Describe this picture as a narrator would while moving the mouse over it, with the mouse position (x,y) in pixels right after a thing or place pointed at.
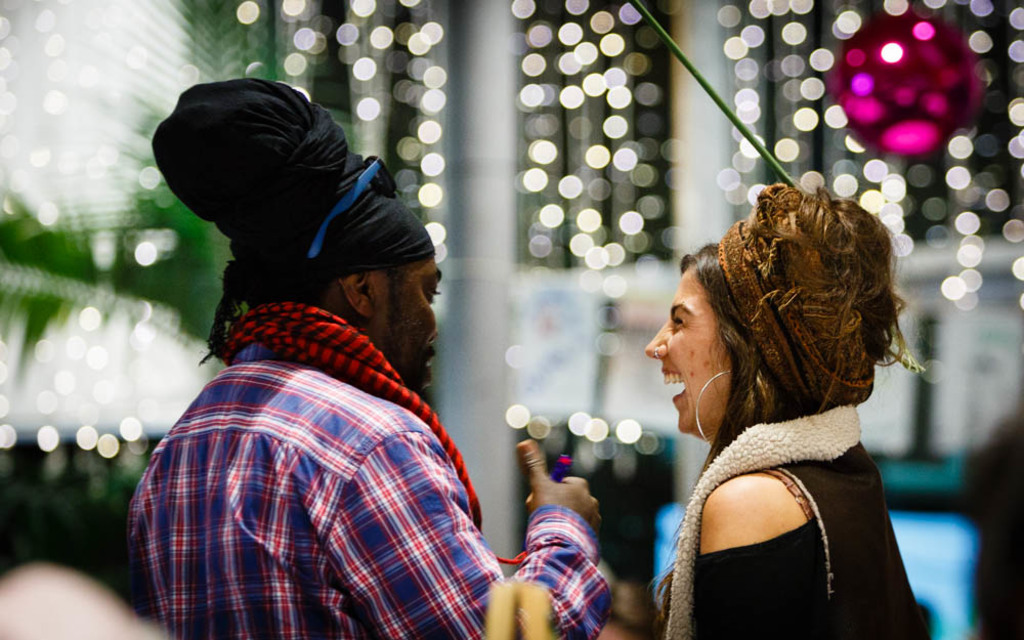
In this image I can see two persons (428,573) in the front (523,465) and on the right side of this image (691,374) I can see smile on her face (705,349). In the background (407,191) I can see number of lights (973,38) and I can see this image is little bit blurry in the background (579,328). On the left side of this image (326,216) I can see shades (358,188) on his head (322,194). In the front (345,247) I can see few clothes (301,269) on their heads (260,281).
